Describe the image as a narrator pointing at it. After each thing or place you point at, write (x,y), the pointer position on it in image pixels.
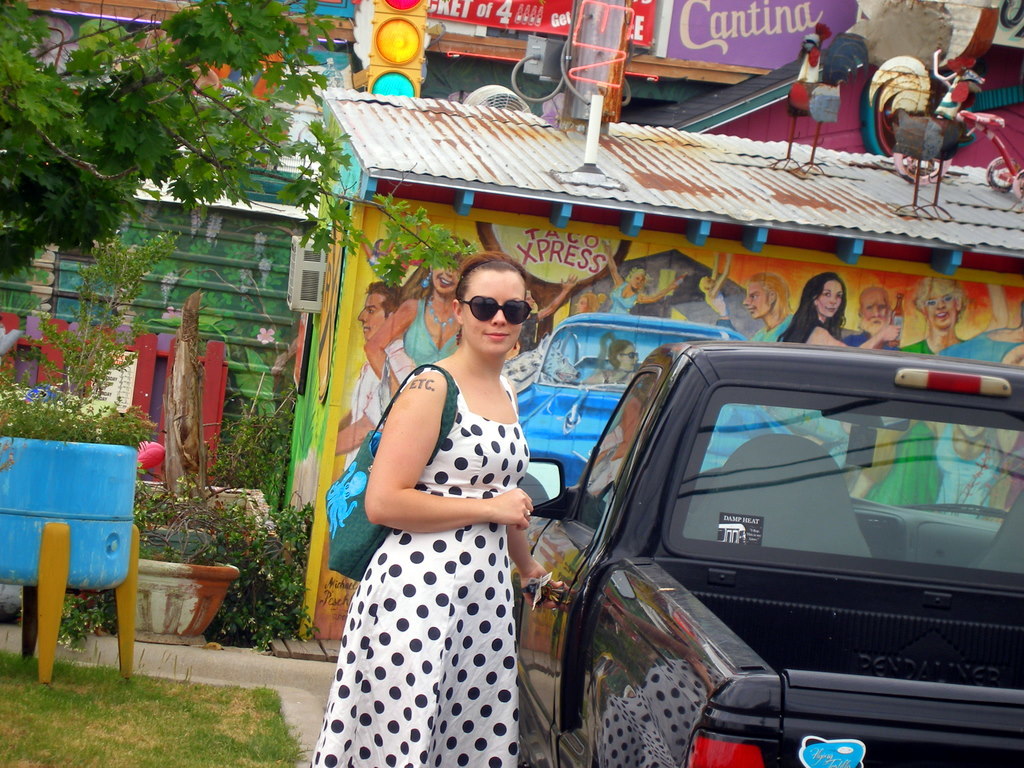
In this image there is one person (429,545) standing in middle of this image (500,505) is wearing white color dress (408,626) and holding a bag (364,511), and there is one vehicle (753,581) at bottom right corner of this image (753,581). There is a building (577,271) in the background (541,244). There are some plants (210,456) at left side of this image (164,490), and there is a tree (106,60) at top left corner of this image (108,80). There is one object (67,567) placed at bottom left corner of this image (79,580). There are some painting (535,302) are at right side of this image (777,295).
